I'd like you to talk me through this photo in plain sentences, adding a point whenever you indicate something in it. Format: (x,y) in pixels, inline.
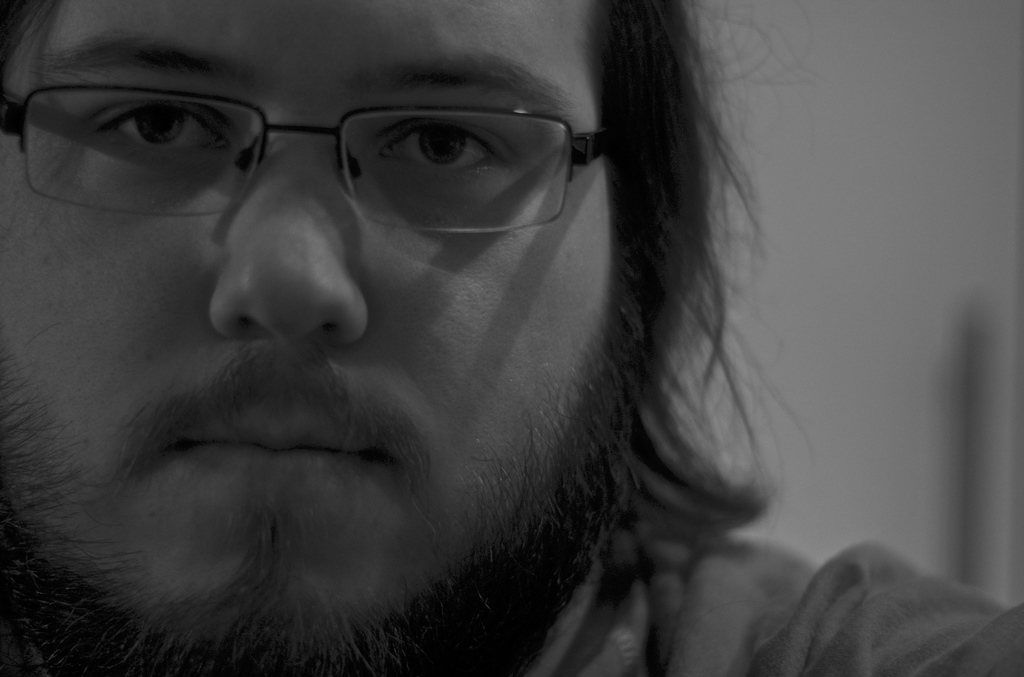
In this picture we can see a man's face (447,359), he wore spectacles (377,160), it is a black and white picture.
